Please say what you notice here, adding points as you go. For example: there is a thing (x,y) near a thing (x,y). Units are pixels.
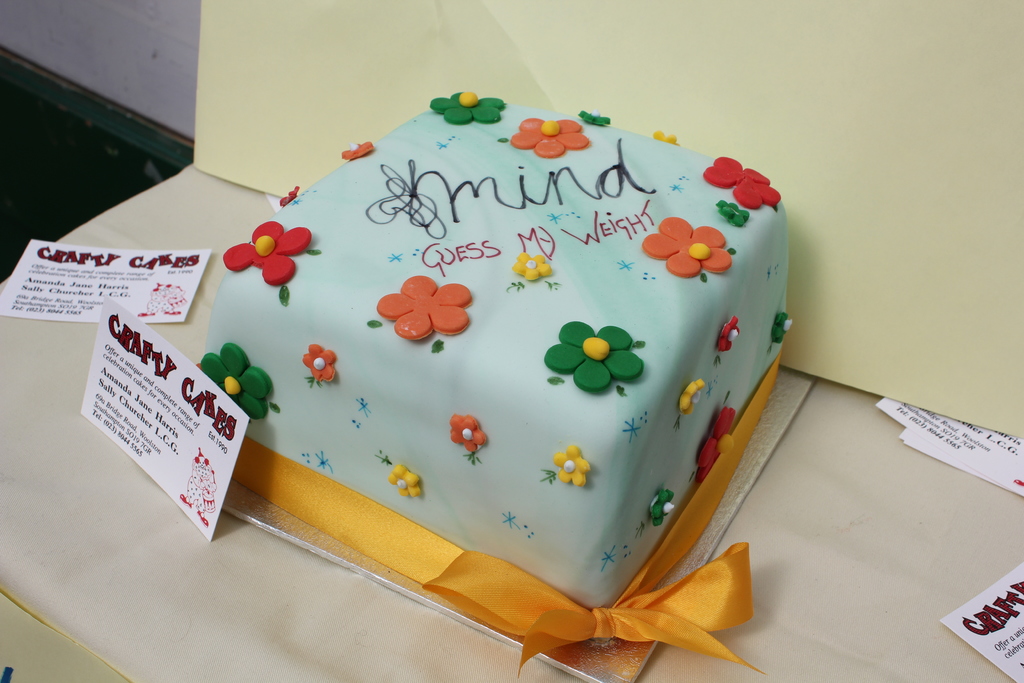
In this picture we can see a cake (533,260) and few papers (234,425) on the table (185,519).
